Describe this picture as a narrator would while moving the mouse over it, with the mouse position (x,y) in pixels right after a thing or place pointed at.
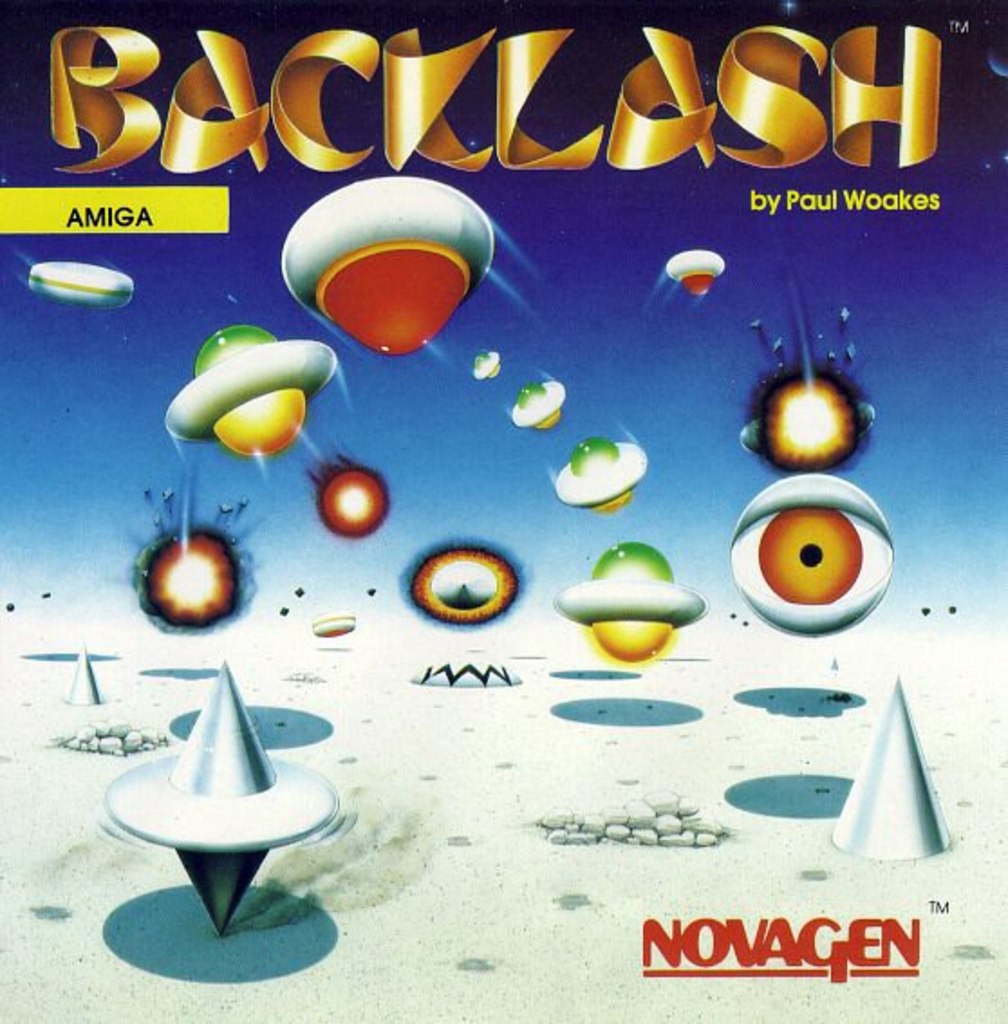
In this picture I can see few toys (585,613) in the middle (600,458), there is the text (247,74) at the top (402,113), on the right side (772,520) I can see an eye (792,547), it is an animation.
